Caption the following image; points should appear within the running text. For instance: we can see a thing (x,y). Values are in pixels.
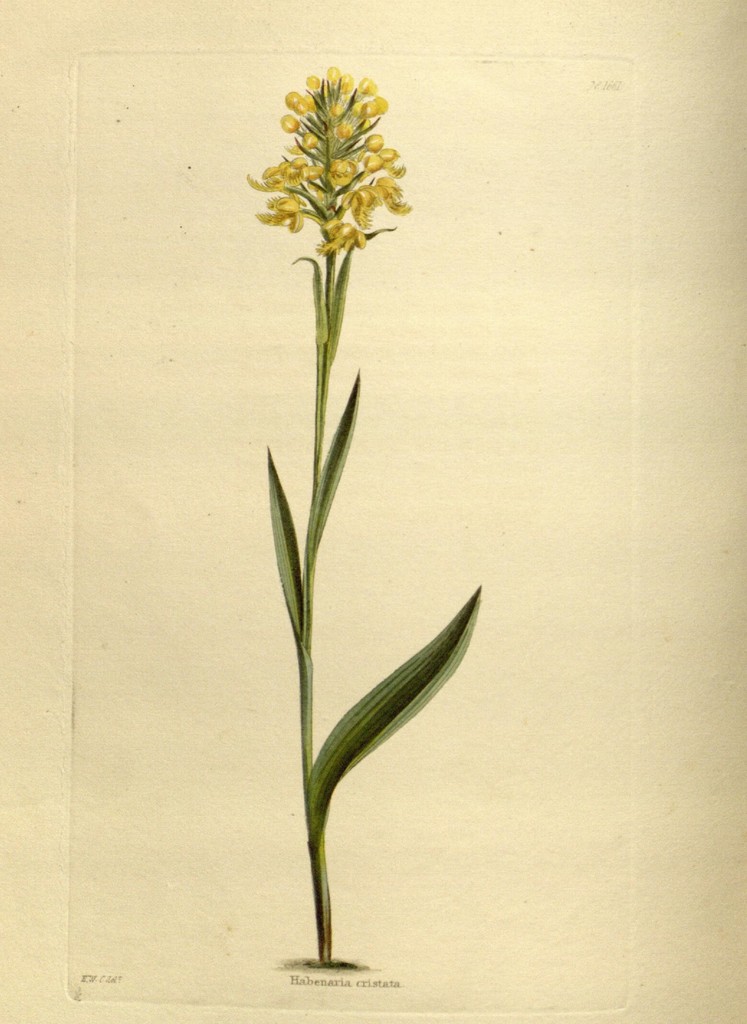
In this image we can see a poster (373,744), on the poster (315,709), we can see a plant (321,442) with some flowers (353,176) and buds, also we can see the text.
